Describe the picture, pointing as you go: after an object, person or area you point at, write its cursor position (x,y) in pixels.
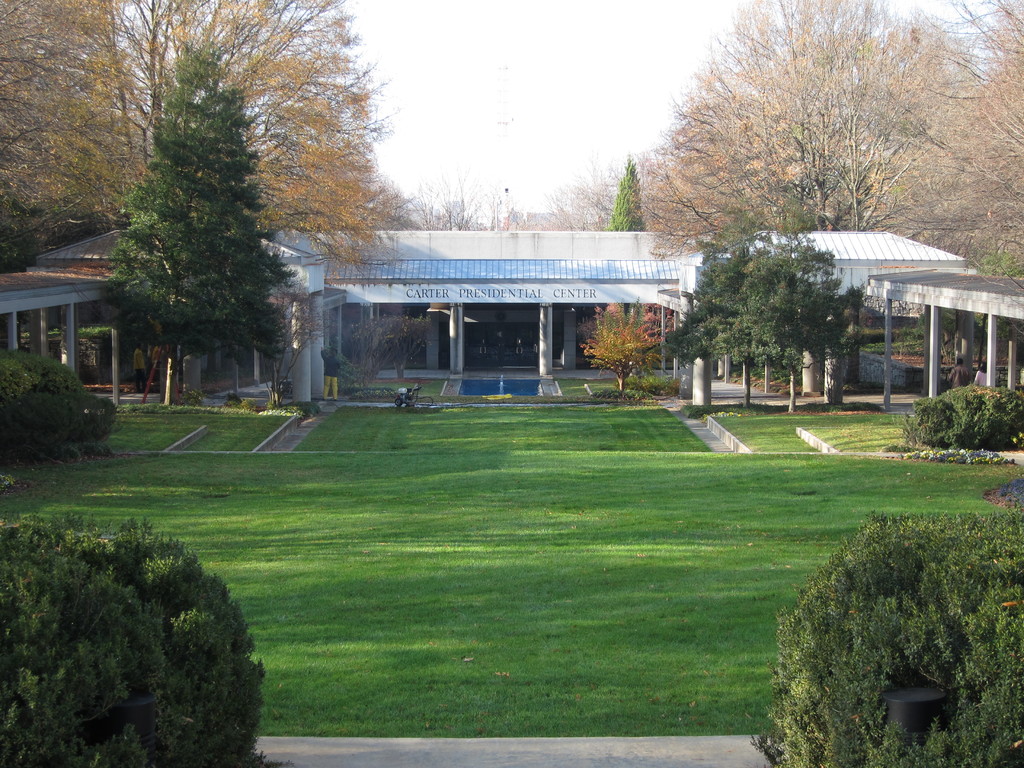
In the image we can see shed construction (330,285) and there is a poster (487,286) and text (533,291) on it. Here we can see the grass (618,543), plants (107,589), trees (183,177) and the sky (485,102).
